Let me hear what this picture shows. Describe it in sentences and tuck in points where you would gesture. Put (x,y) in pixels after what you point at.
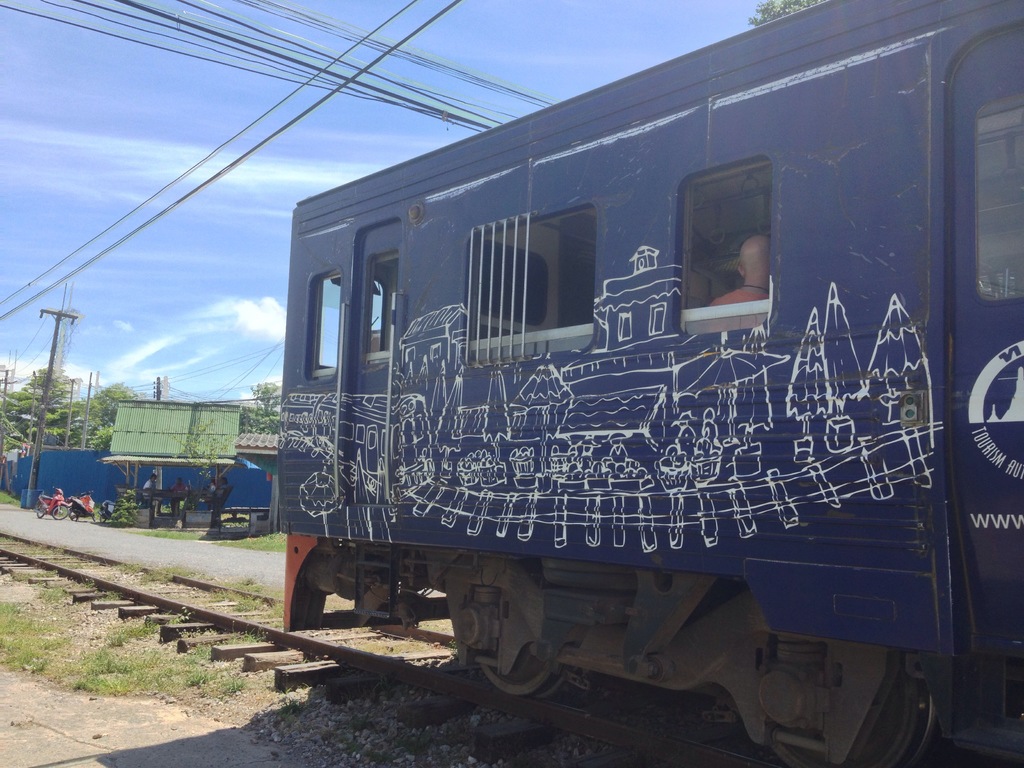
In this image, we can see a train (391,386) on the track (318,637) and we can see a person (757,280) inside the train (735,271). In the background (171,442), there are sheds (170,425), trees (247,426), poles (48,366) along with wires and we can see some people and there are vehicles (101,514) on the road (179,541). At the top (119,164), there are clouds (105,177) in the sky (407,31).
